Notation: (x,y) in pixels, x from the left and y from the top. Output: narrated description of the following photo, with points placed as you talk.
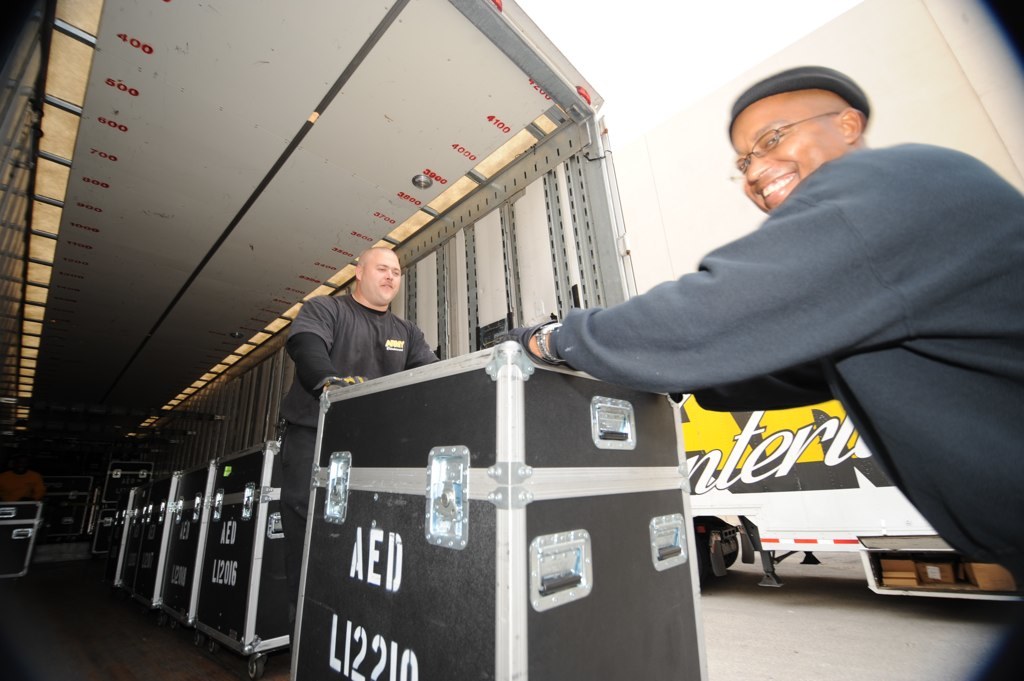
In this image I can see two people (370,343). I can see the boxes (165,556).
